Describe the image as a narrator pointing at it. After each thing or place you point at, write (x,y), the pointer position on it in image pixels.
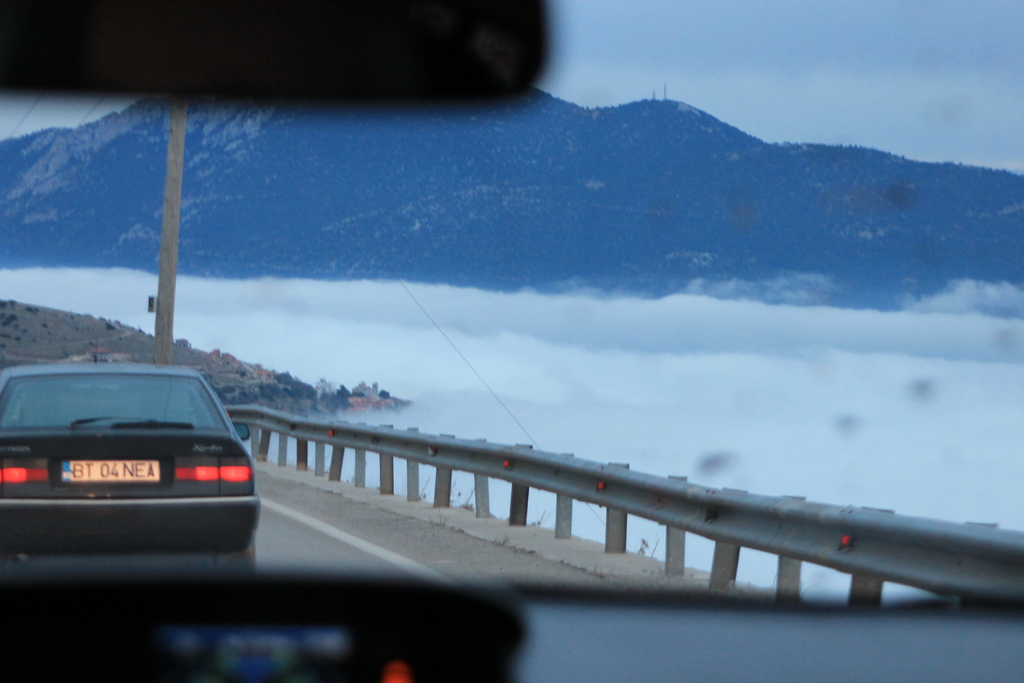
In this picture we can observe a car (153,471) on the road (310,494). There is a railing (574,487) on the right side of the road (400,548). We can observe a pole (165,263) on the left side (176,186). In the background (359,184) there are hills (654,172) and a sky (851,79).
